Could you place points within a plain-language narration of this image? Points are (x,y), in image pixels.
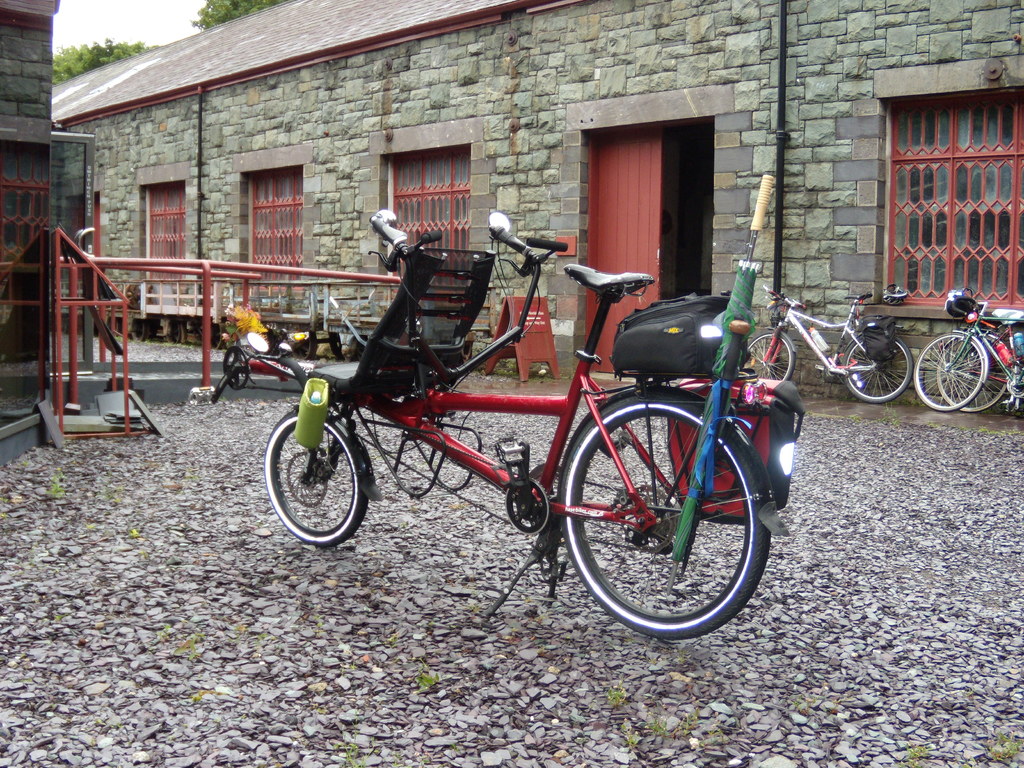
In this picture there are few bicycles (831,361) which has few objects (882,330) placed on it and there is a rock building (529,107) which has red color doors (618,192) and windows (454,172) and there is another building (41,183) in the left corner (48,215).
